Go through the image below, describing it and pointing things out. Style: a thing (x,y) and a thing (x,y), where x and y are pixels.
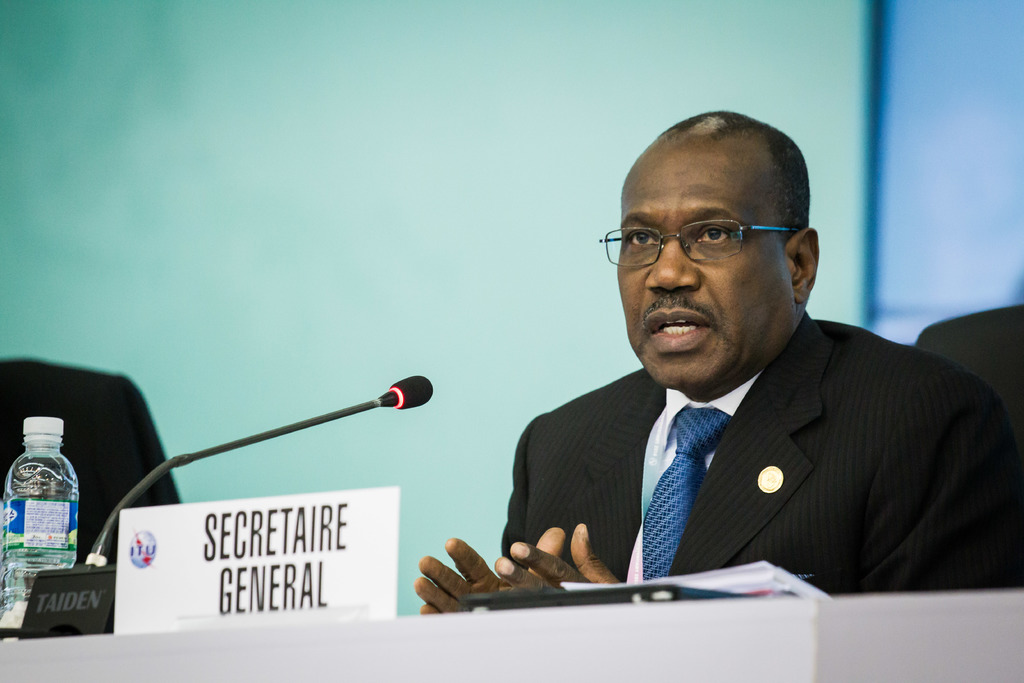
In this image I can see the person (599,418) with the blazer (552,456), shirt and tie (655,505). In-front of the person (626,497) I can see the mic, bottle (55,536), papers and board (328,569) on the table (199,668). And there is a green and blue color background (402,199).
